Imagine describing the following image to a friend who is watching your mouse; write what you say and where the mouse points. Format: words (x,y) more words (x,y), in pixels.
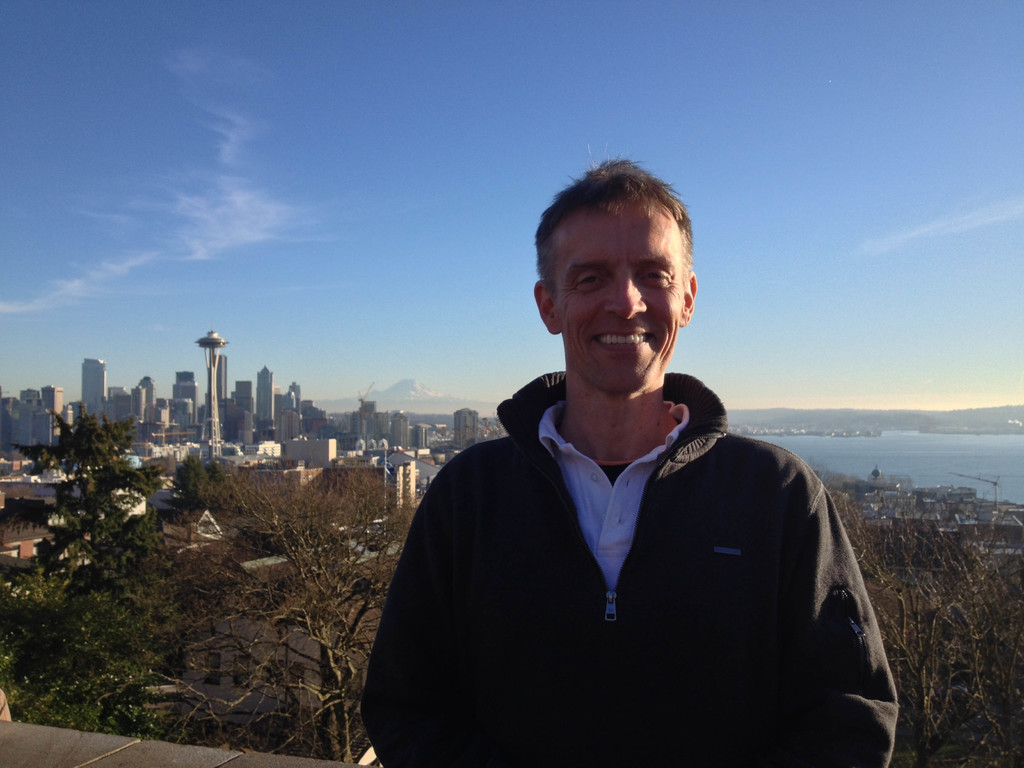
In this image there is a person (791,491), behind the person (489,523) there are some trees (94,422), buildings (181,413), at the top (213,158) there is the sky (804,265), on the right side (947,455) there is the water (942,438), hill (907,418).
